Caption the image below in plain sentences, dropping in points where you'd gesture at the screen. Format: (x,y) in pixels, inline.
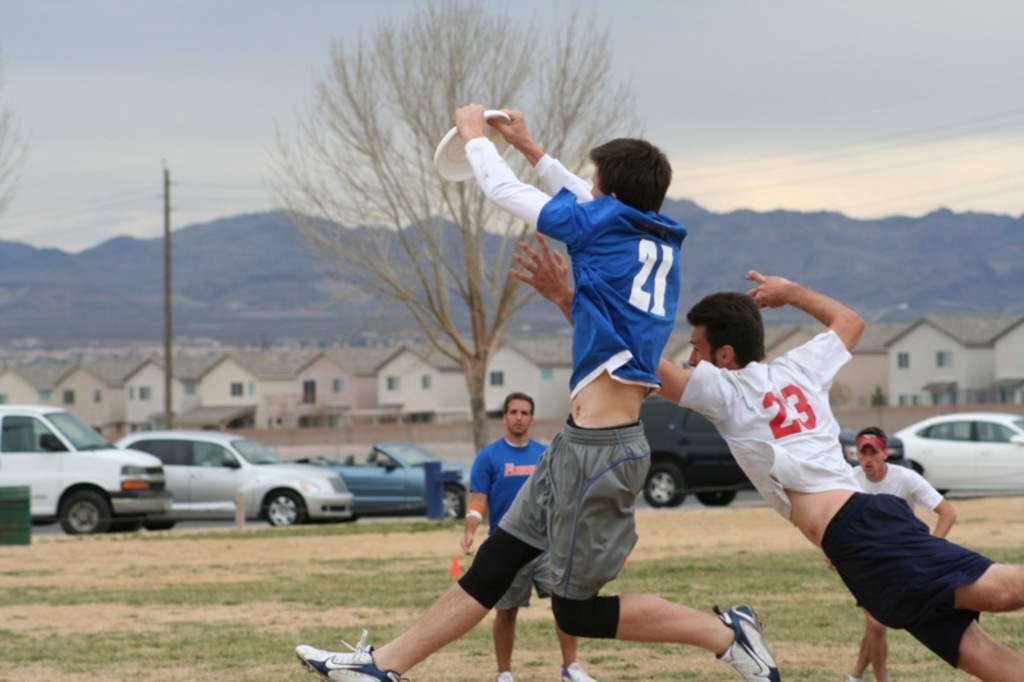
In this picture we can see 4 people (806,422) playing Frisbee (452,148) on the grass area (418,552). In the background (944,428), we can see vehicles (149,458) on the road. We can see houses (787,337) and mountains (882,237). The sky (808,166) is gloomy.
